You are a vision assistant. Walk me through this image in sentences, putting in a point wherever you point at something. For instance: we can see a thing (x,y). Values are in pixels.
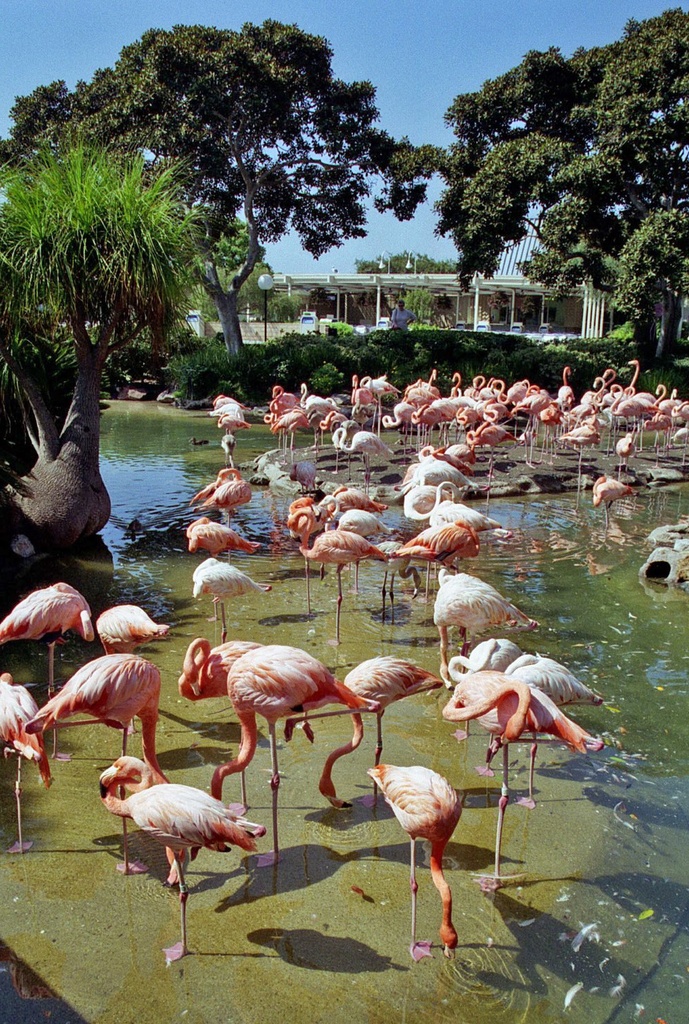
In the picture I can see flamingo birds (368,703) in the water (249,869), we can see trees (13,494), light poles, a person (403,308) standing there, we can see house (591,290) and the sky (67,30) in the background (61,24).
